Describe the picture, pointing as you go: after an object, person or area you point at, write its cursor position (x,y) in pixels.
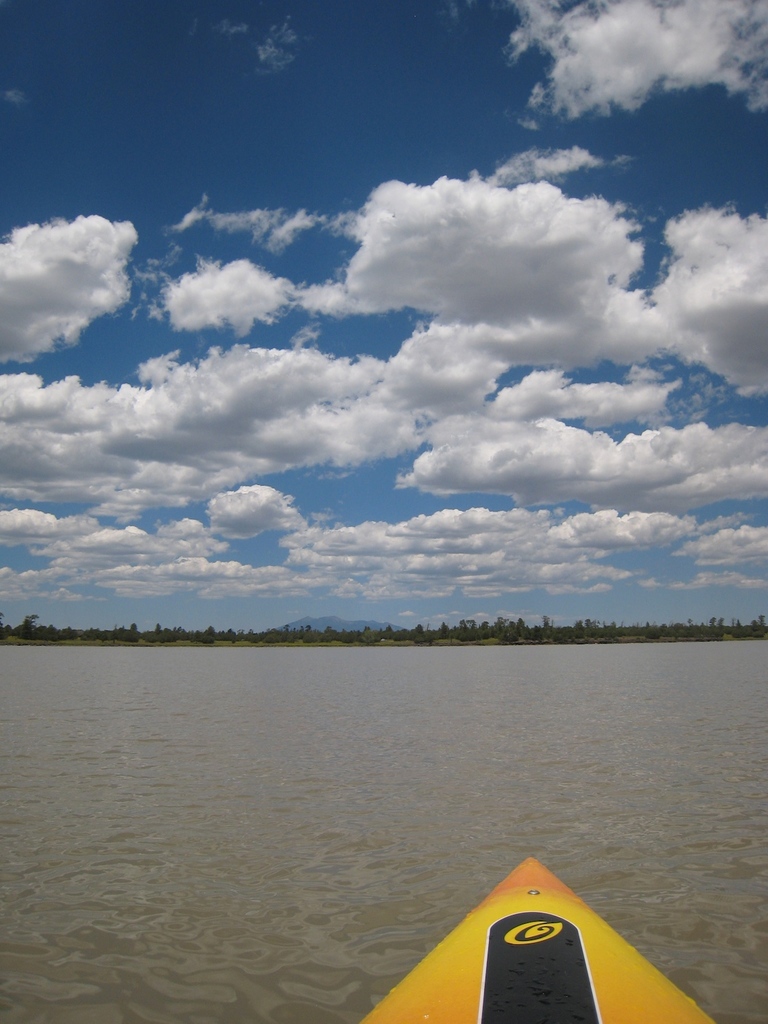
In this image we can see there is a water (394,732), trees (195,639) and it looks like a boat (585,927). And at the top (394,281) there is a cloudy sky (388,334).
